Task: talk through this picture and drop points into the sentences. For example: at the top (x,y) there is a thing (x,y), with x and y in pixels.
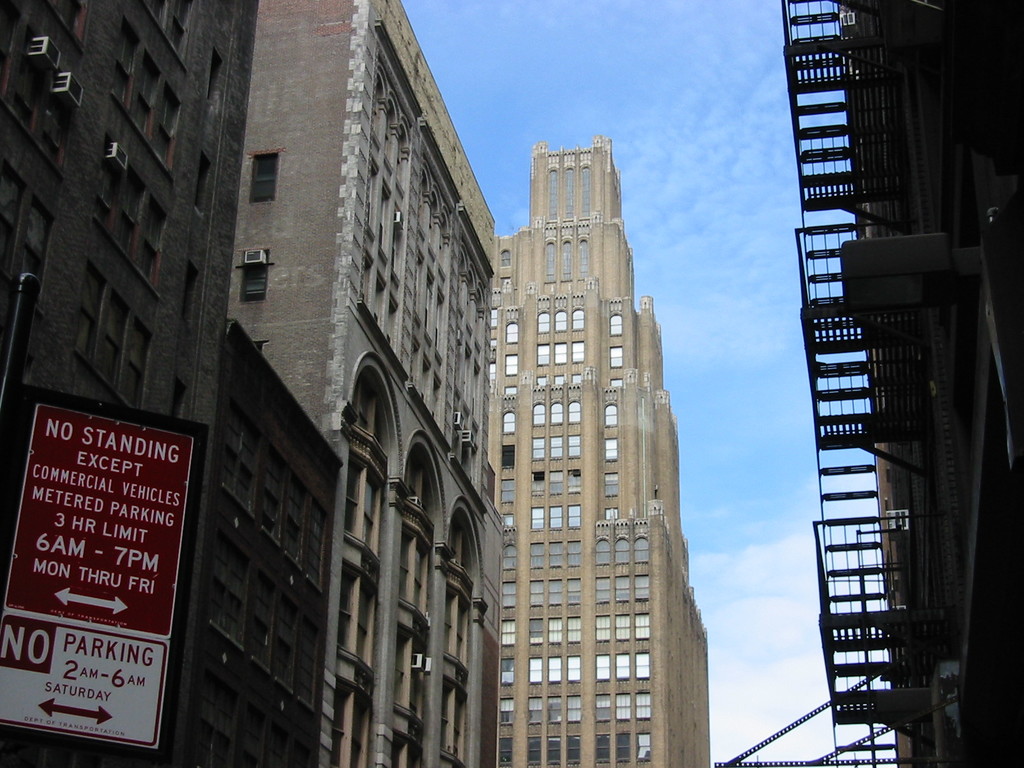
On the left side (107,649), there are a sign board (109,628) and buildings (174,228) which are having windows (156,228). On the right side (966,733), there is a building (873,383). In the background (792,683), there are clouds (719,236) in the blue sky (745,407).
